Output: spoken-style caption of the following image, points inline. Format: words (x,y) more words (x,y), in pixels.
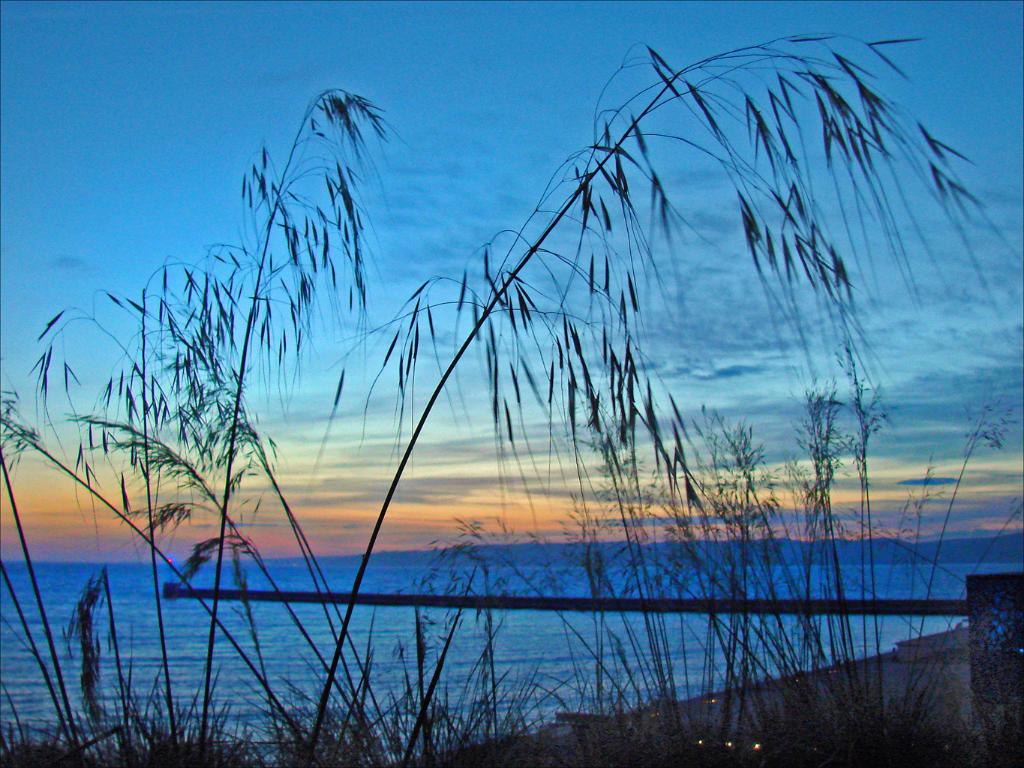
In this picture I can see the grass (350,759) in front (644,765) and I can see few lights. In the background (668,652) I can see the water (505,575) and I can see the sky (597,317) which is a bit cloudy.
